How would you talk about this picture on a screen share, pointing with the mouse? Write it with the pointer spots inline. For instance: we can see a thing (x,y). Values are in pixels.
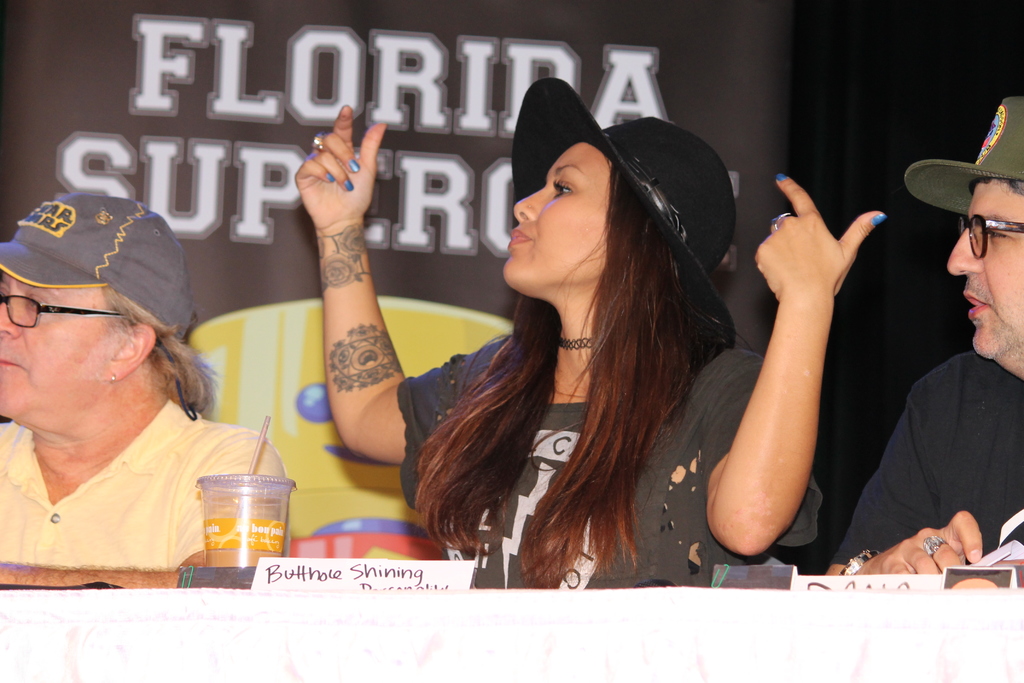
In this image there are three people (958,425) sitting, in front of them there is a table (588,593) with a name plate (442,562) and juice (277,520), behind them there is a banner (419,125) with some text (211,169) and image (297,394).
